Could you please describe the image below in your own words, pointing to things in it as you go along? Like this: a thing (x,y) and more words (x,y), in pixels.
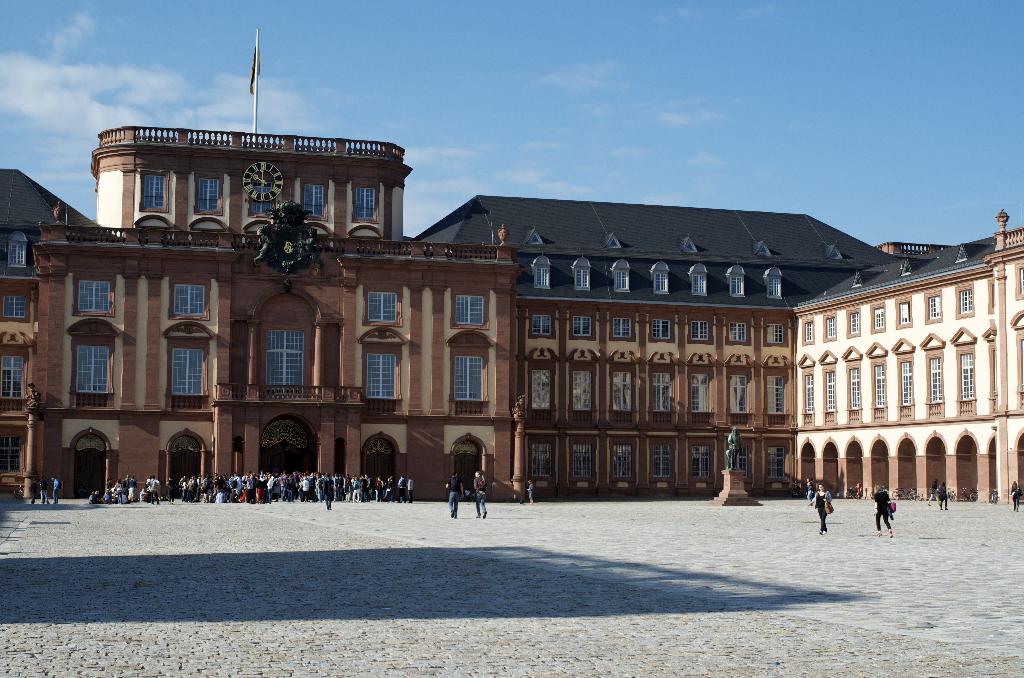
In the picture we can see a building (644,492) with windows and glasses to it and near to the building (500,494) we can see a group of people (404,497) standing on the path (363,508) and on the top of the building (130,297) we can see some part of the building (137,161) with windows (162,198) and railing (246,137) and on top of it we can see a flag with a pole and behind it we can see a sky (479,149) with clouds (168,116).
